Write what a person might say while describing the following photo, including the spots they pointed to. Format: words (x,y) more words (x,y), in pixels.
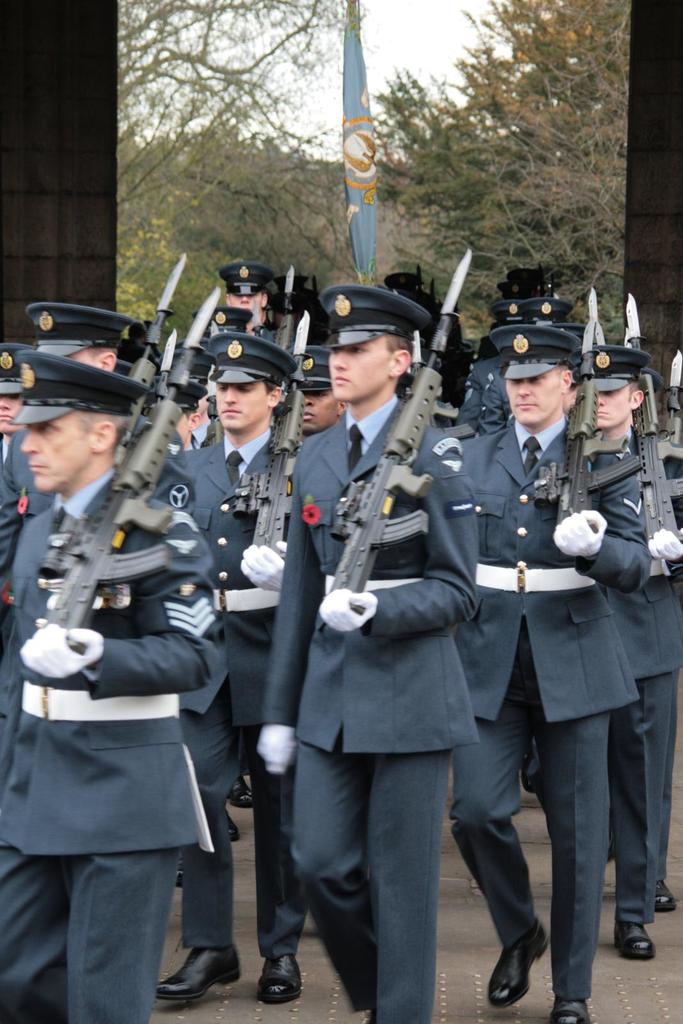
There are people (70,470) walking and holding guns (138,475) and wearing caps (237,271). In the background (156,275) we can see flag (356,219), trees (402,104) and sky (426,74).
